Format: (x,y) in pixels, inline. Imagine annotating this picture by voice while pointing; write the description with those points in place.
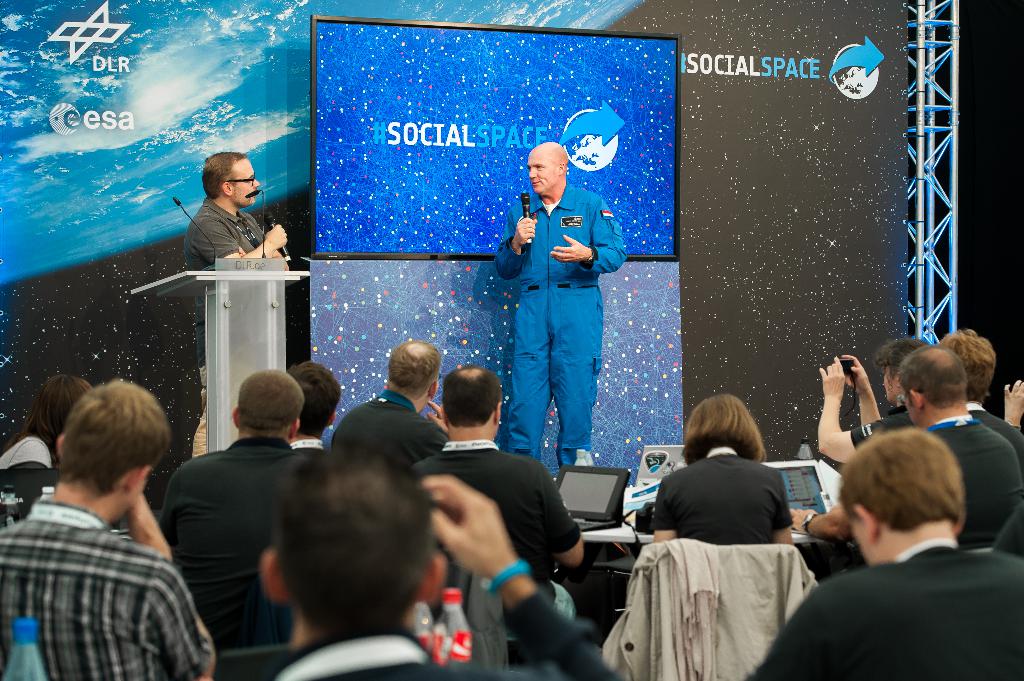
In this image I can see a person (582,282) wearing blue dress (582,292) is standing and holding a microphone (527,226) in his hand (519,241) and another person (227,224) wearing black t shirt (206,226) is standing in front of a podium (233,280) and holding a microphone (276,225). I can see few other persons (306,480) are sitting and few of them are holding cameras (846,368) in their hands (850,381) and I can see a table (599,541) and on it I can see few monitors (603,512). In the background (370,91) I can see a screen (469,131), a banner (780,152) and few metal rods (924,156).
